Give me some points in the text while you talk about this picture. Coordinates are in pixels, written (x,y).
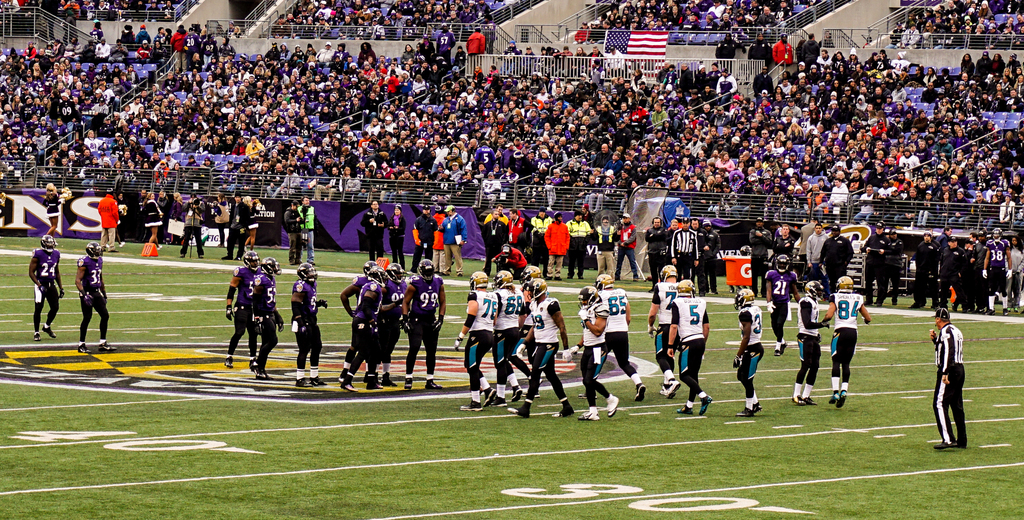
In this image there is a ground (556,457), in that ground (763,357) there are players (369,332), in the background (515,137) there are people (515,137) are sitting on chairs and few people (581,226) are standing.
